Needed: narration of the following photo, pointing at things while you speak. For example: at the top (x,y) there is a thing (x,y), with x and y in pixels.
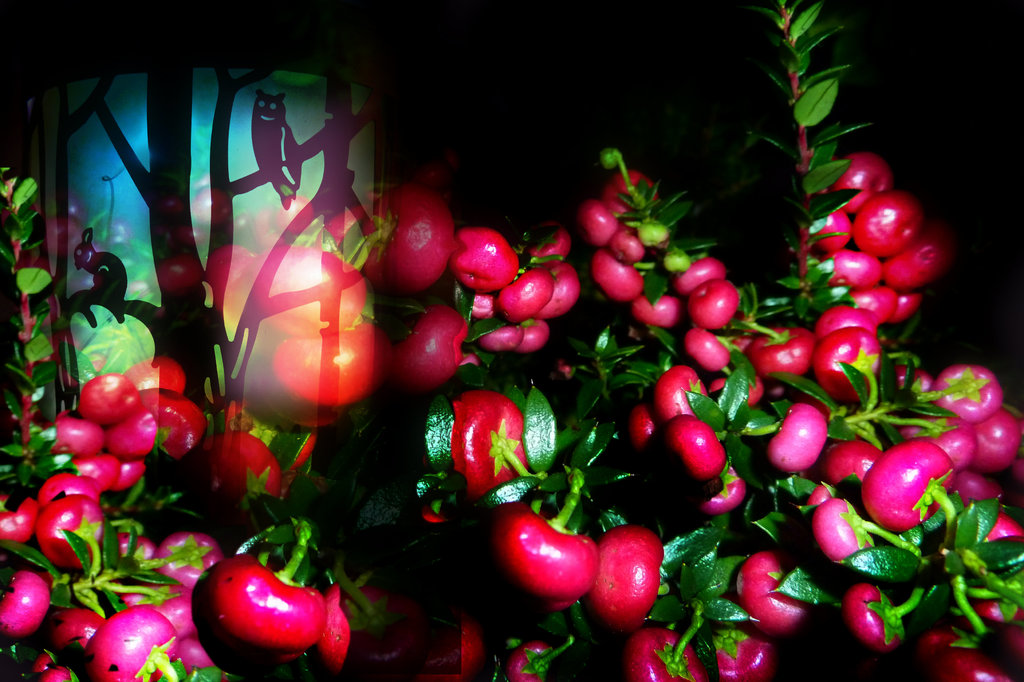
In this image I can see pink color fruits (563,306) visible on plants (884,394).
